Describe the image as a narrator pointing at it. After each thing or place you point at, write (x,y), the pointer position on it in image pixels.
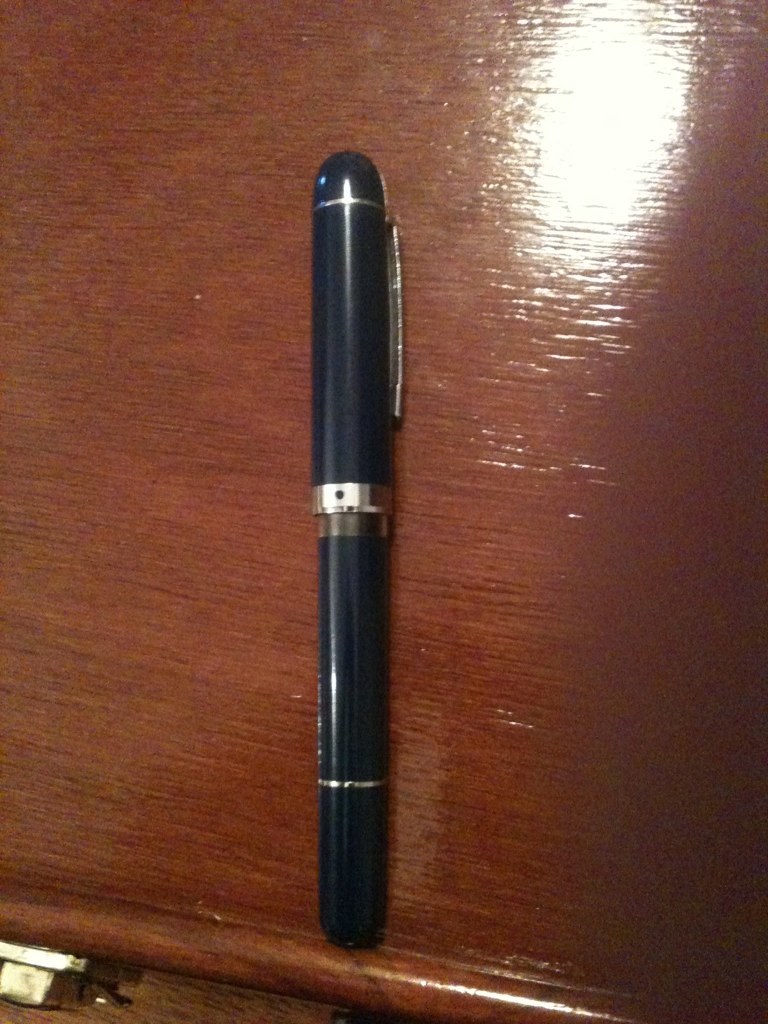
In this image I can see the navy blue color pen (379,456) on the brown color surface (575,496).
